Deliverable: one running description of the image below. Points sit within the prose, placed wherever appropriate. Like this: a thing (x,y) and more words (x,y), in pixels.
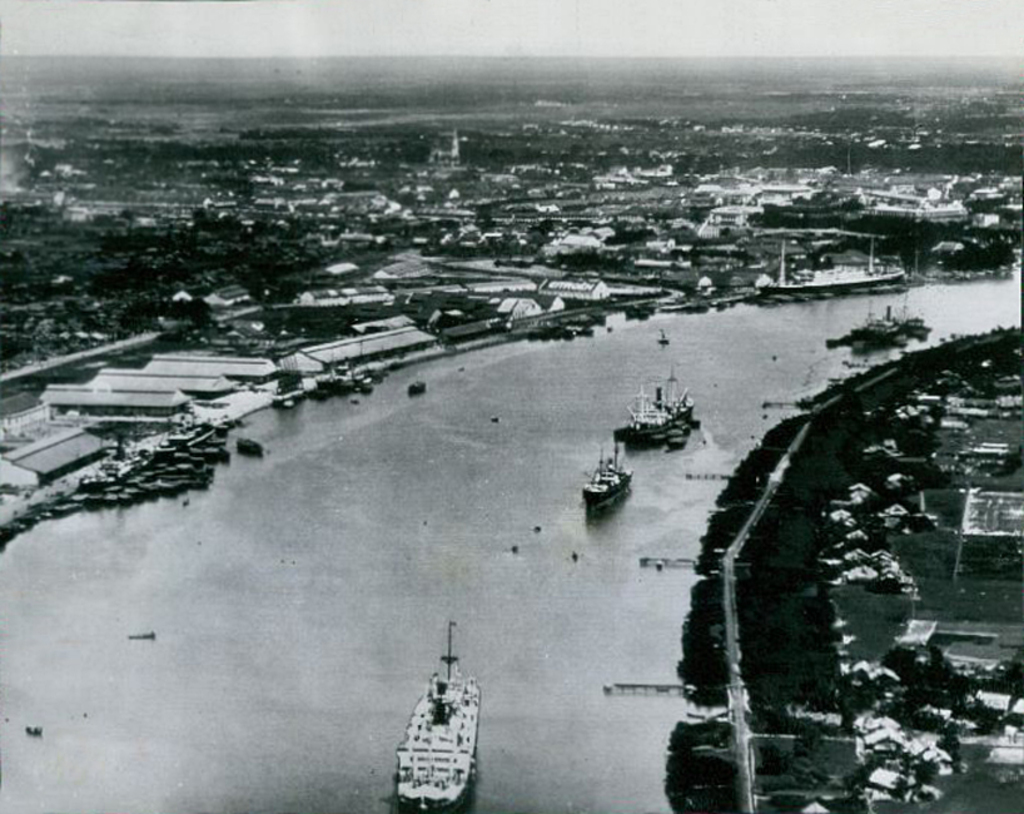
In the foreground of this black and white image, there are few ships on the water (516,694). On the right (863,489), there are few buildings (928,760) and it seems like trees (842,465). In the background (707,183), there is the city (123,247) and the sky (376,31).
